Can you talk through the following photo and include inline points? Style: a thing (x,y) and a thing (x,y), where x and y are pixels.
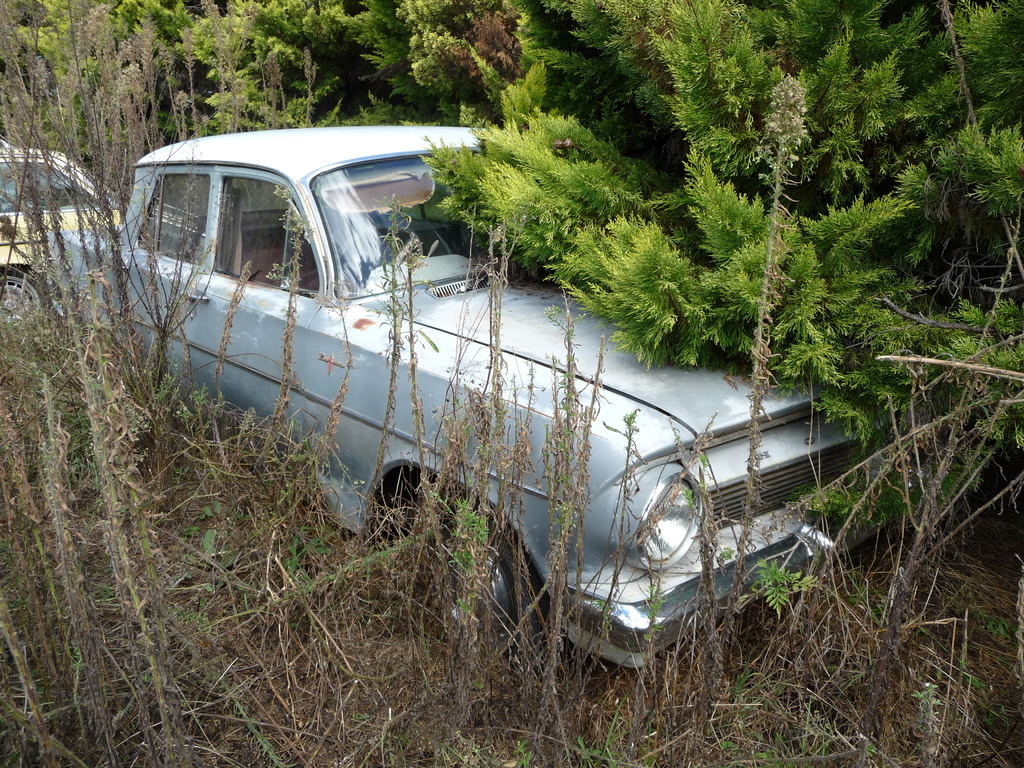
In this image in the center (513,409) there are two cars (463,345), and in the background (42,121) there are some trees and plants (437,667).
